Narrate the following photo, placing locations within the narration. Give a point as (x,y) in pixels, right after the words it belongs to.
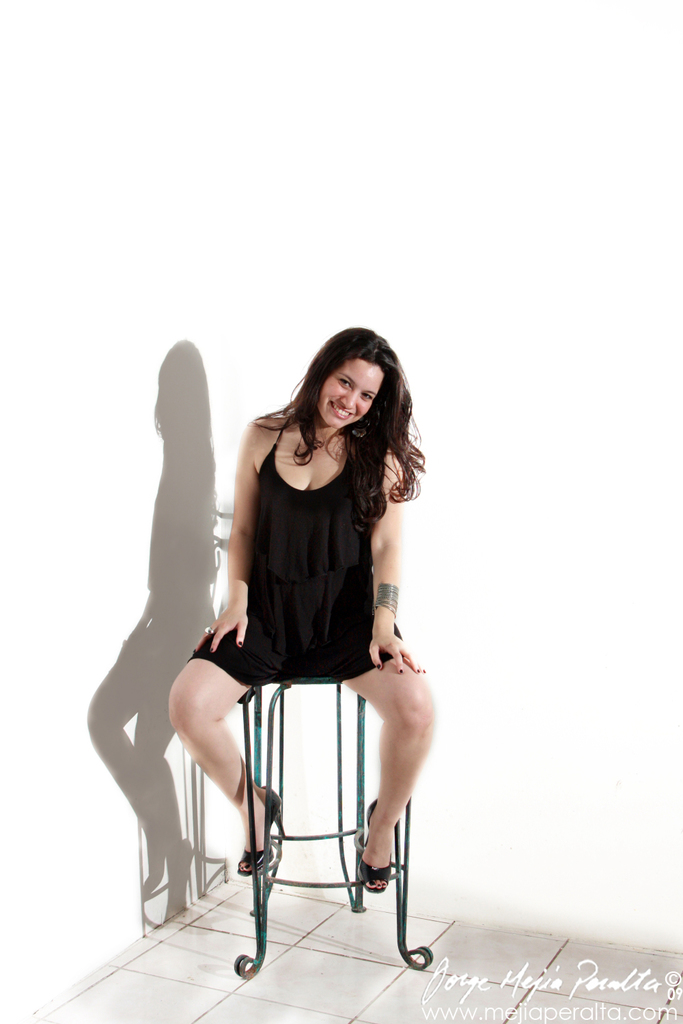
In this image there is a person (381,576) wearing black color dress (306,664) sitting on the chair (356,889).
